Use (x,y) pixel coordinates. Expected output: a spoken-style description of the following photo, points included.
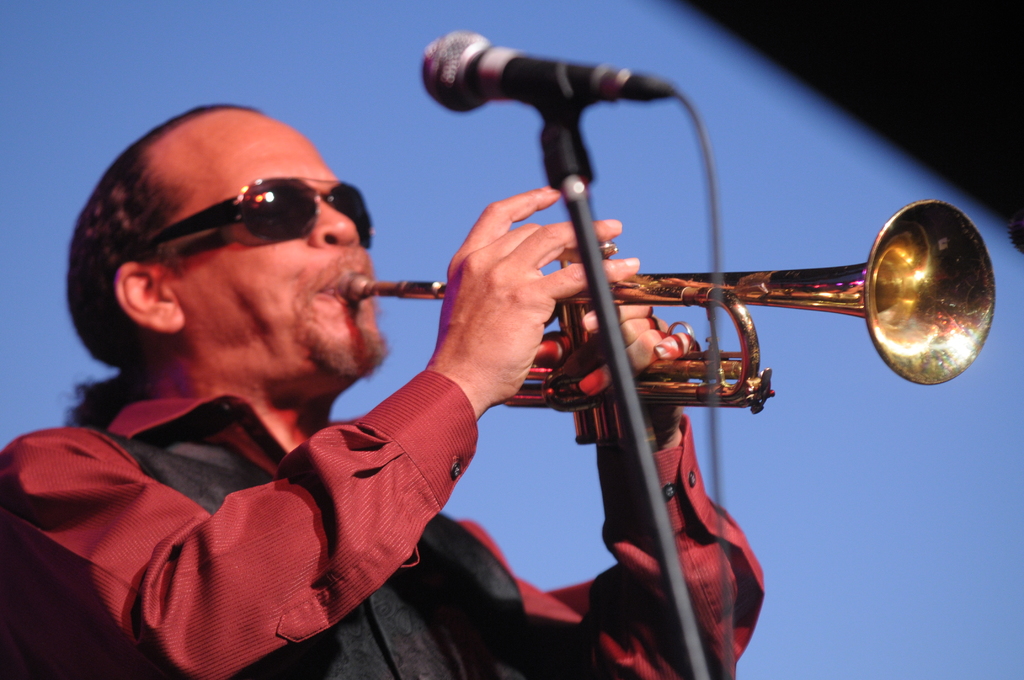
In this picture there is a man (253,516) wearing red color shirt (333,492) with black sunglasses (359,227) and playing the trumpet (537,378). In the front (565,139) there is a black microphone stand (565,139). Behind there is a blue color background (118,51).
